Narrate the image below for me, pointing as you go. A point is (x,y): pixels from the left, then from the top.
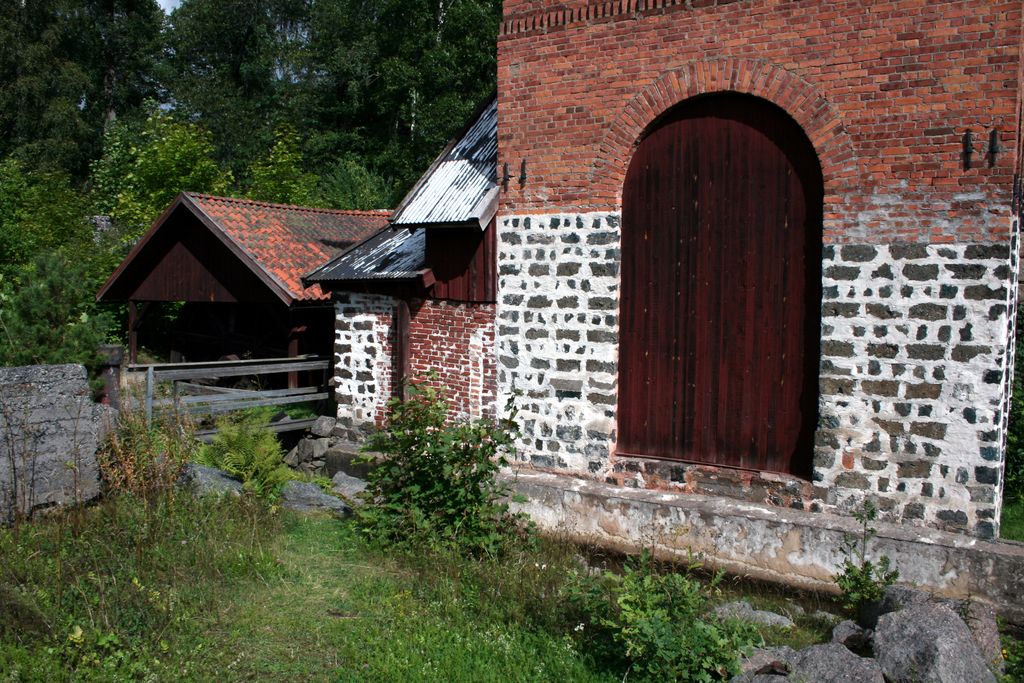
In this image, we can see some trees (379,169) and plants (449,482). There is a house (564,256) and shelter (303,323) in the middle of the image (396,370). There is a wall (41,414) on the left side of the image (47,425). There are rocks (905,651) in the bottom right of the image (860,669).
